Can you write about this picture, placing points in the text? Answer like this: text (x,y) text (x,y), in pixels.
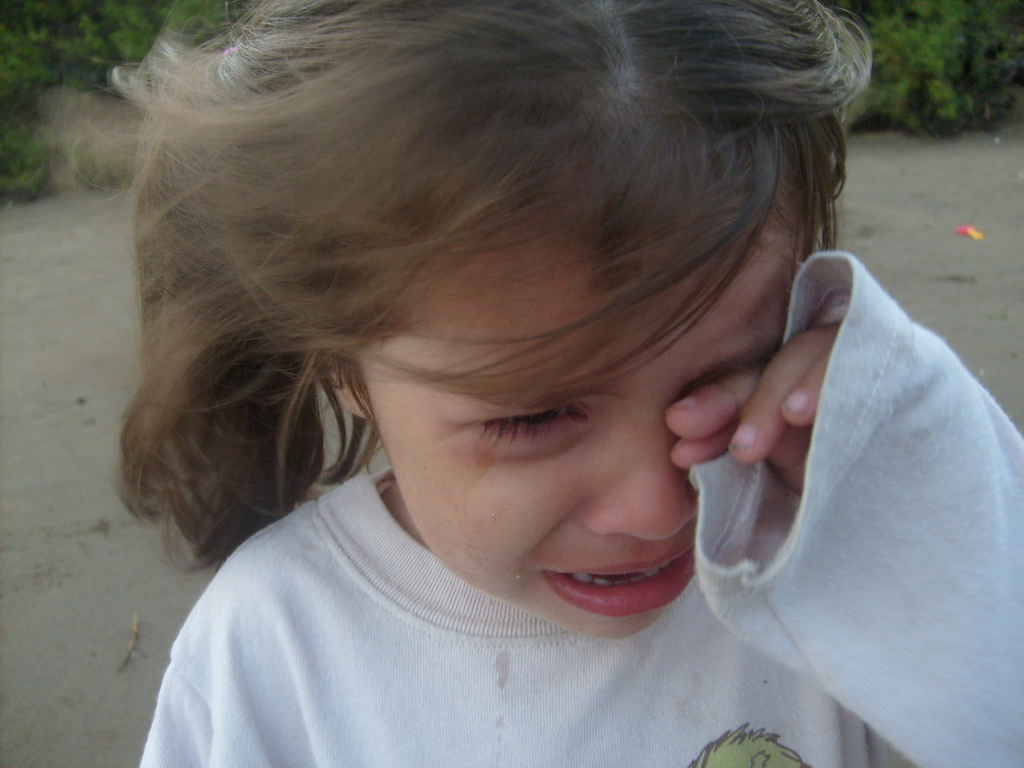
In this image I see a girl (517,381) who is wearing white t-shirt (846,584) and I see that she is crying. In the background (884,251) I see the path (30,487) and I see green plants (959,66).
